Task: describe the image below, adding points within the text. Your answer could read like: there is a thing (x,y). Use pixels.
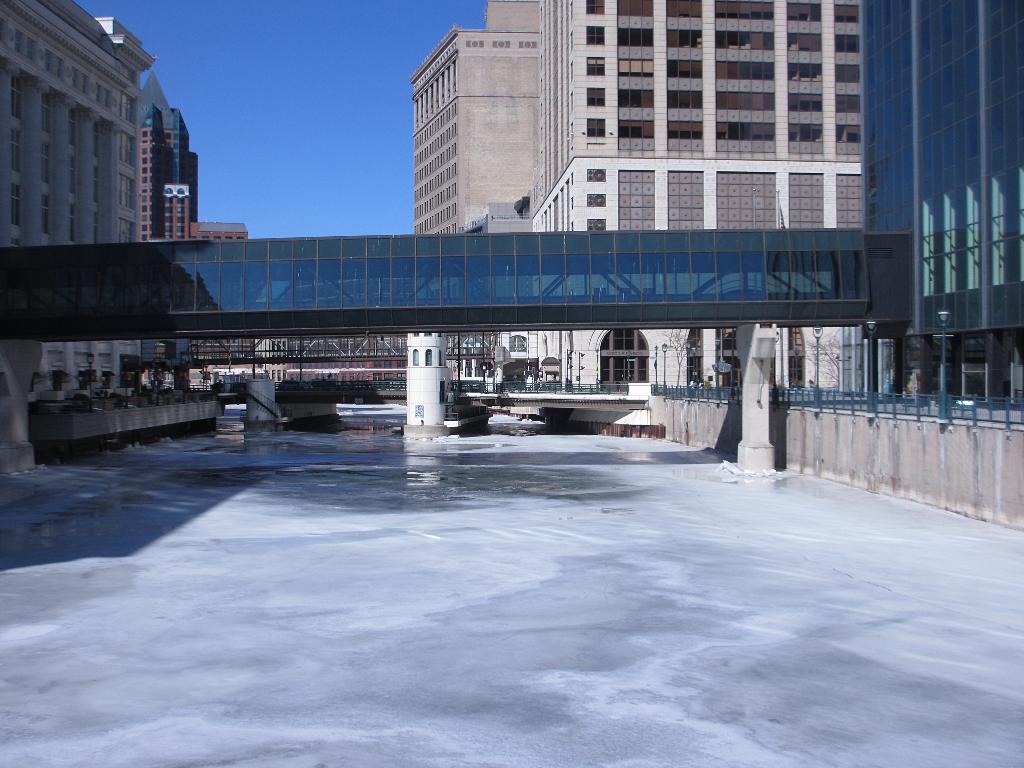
In this image we can see buildings (631,92) with windows (678,38), bridge (439,306), metal fencing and we can also see the sky (152,63).
